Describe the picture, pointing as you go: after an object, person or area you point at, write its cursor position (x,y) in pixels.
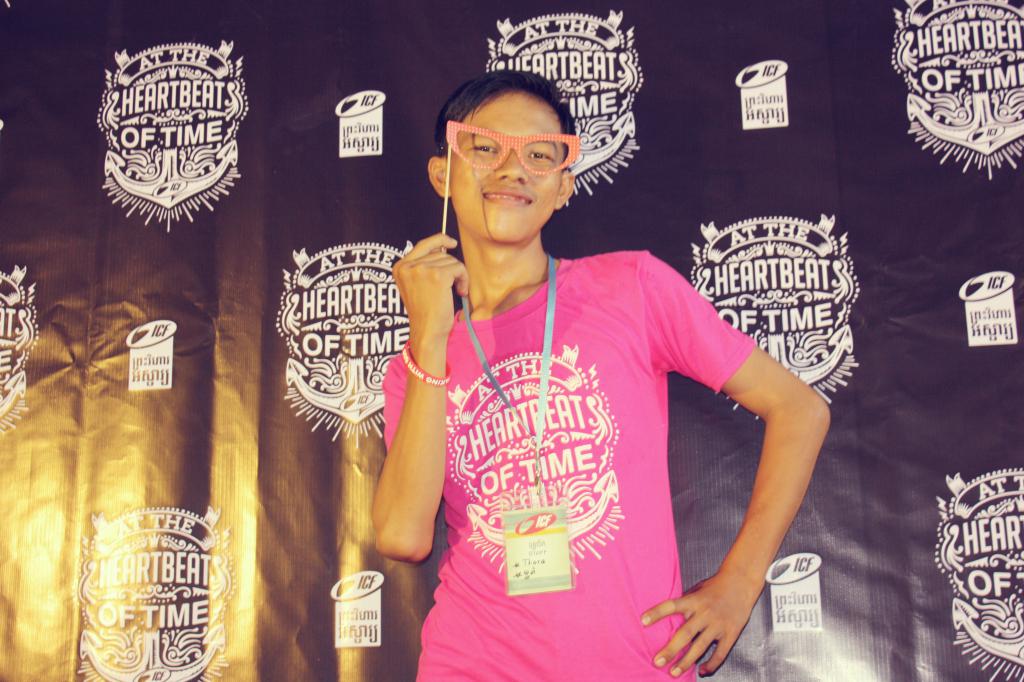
There is one person (523,473) standing in the middle of this image (492,418) is holding an object (448,172). There is a wall poster (351,273) in the background (242,317).
